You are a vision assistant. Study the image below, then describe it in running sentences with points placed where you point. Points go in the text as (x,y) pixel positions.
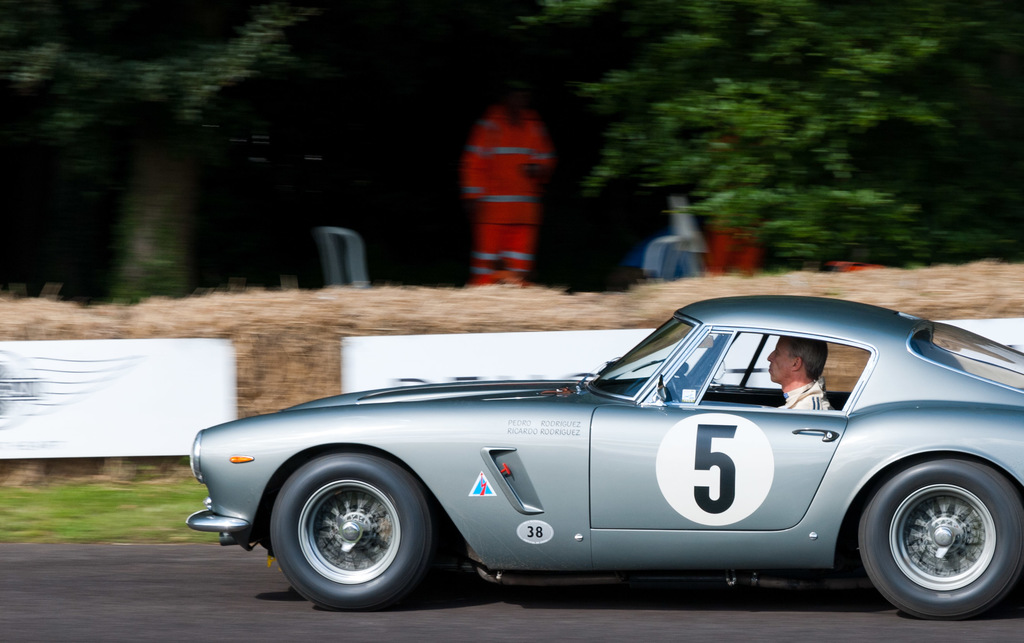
In the given image we can see a car (573,466) and a person (782,382) is sitting inside the car (724,420). This is a road (125,585), grass (116,538). There are few more people (534,200) who are standing and watching.
